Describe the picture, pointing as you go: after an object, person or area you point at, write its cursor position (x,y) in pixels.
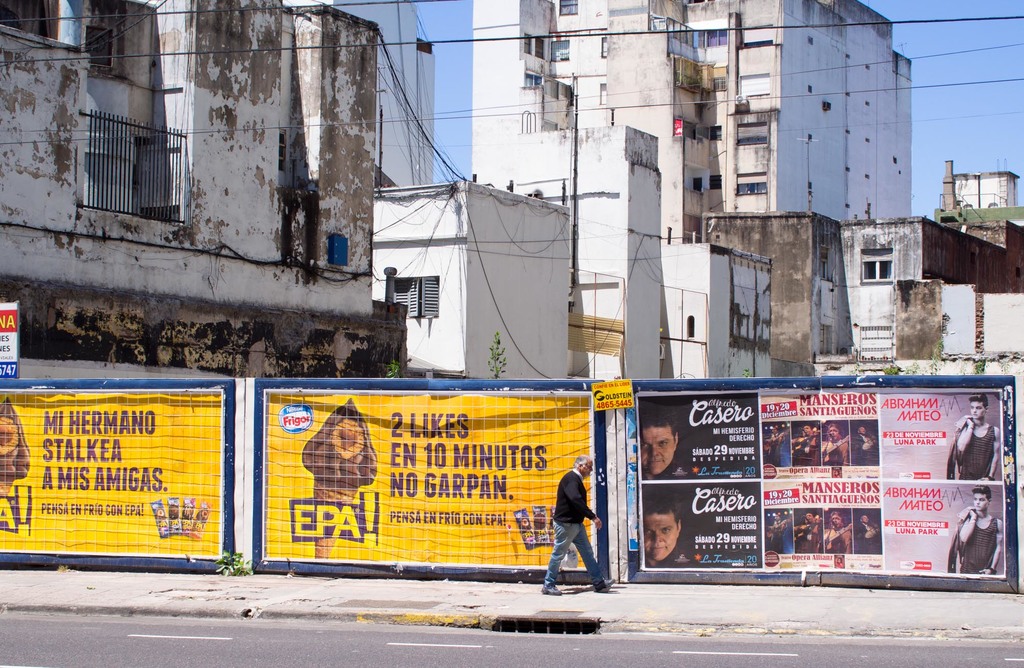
In the picture we can see a man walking along the footpath (911,619), there are some posters (552,470) which are attached to the wall (6,384) and in the background of the picture (336,214) there are some buildings (326,163), wires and top of the picture (923,31) there is clear sky (926,60).
